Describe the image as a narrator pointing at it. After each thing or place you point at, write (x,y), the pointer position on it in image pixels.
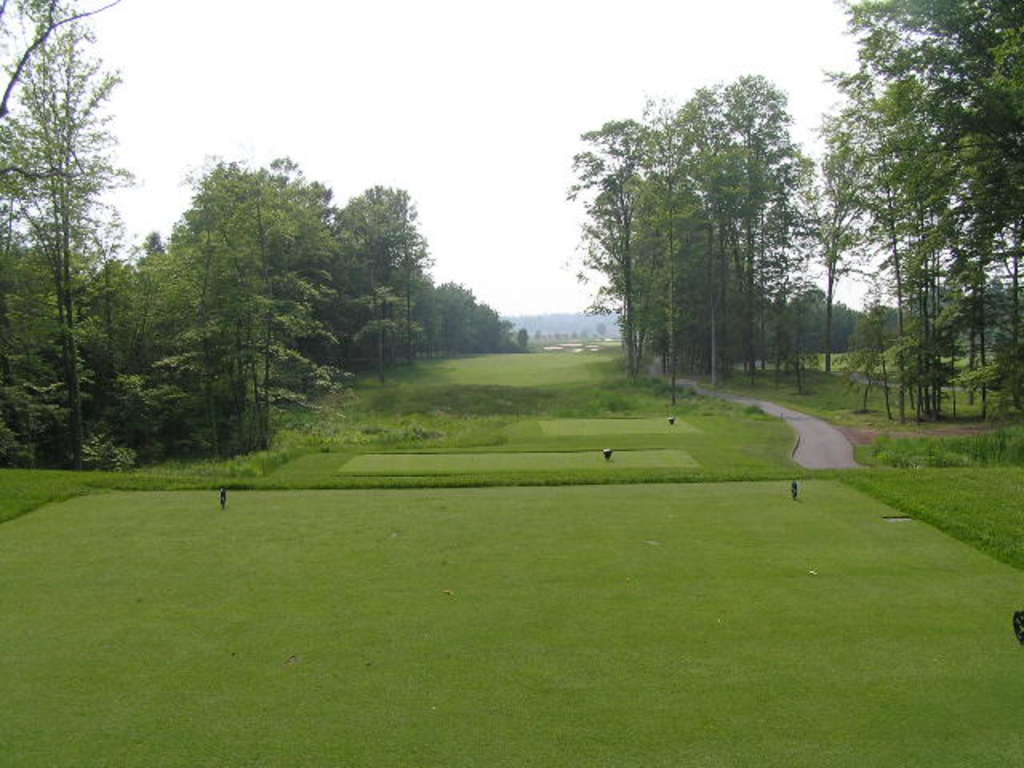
In this picture I can observe some grass (372,546) on the ground (410,517). There are some trees (350,316) in this picture. In the background (460,141) there is sky (355,129).
